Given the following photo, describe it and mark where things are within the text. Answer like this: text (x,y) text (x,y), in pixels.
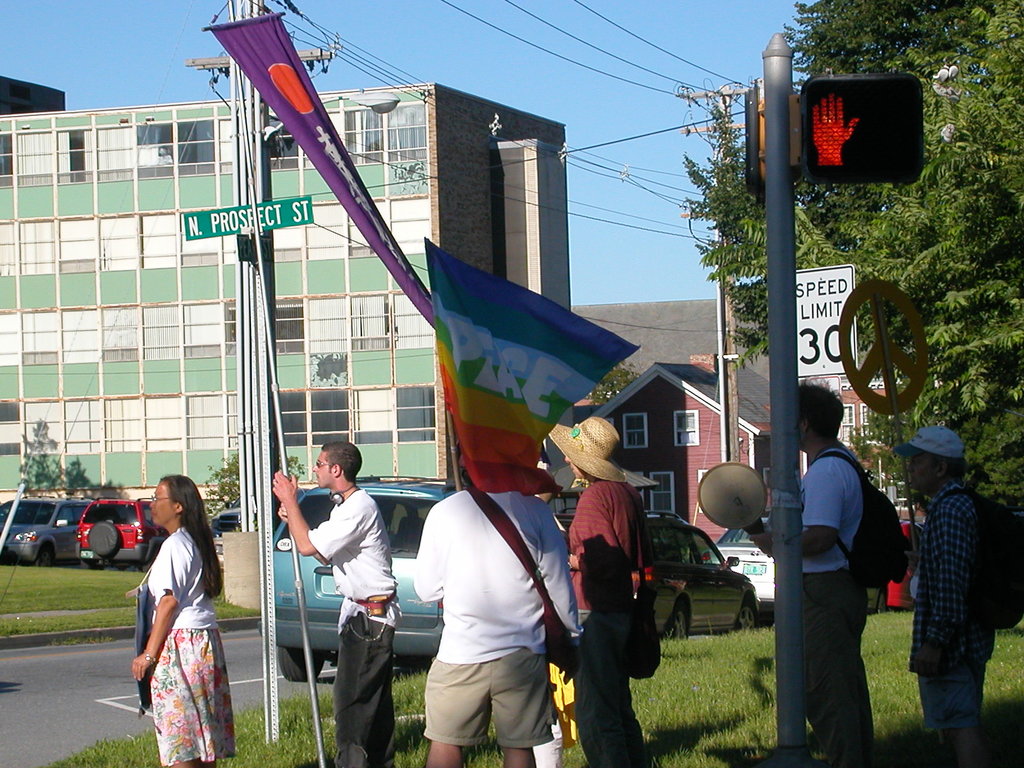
The picture is taken on a road (122,640). There are few vehicles (319,571) moving on the road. Few are parked over here. In the foreground (340,522) few people (518,617) are standing. Few are wearing caps (608,475). They are holding flags (333,155), placard (139,612). In the background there are buildings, trees (816,258). The sky (713,178) is clear.
